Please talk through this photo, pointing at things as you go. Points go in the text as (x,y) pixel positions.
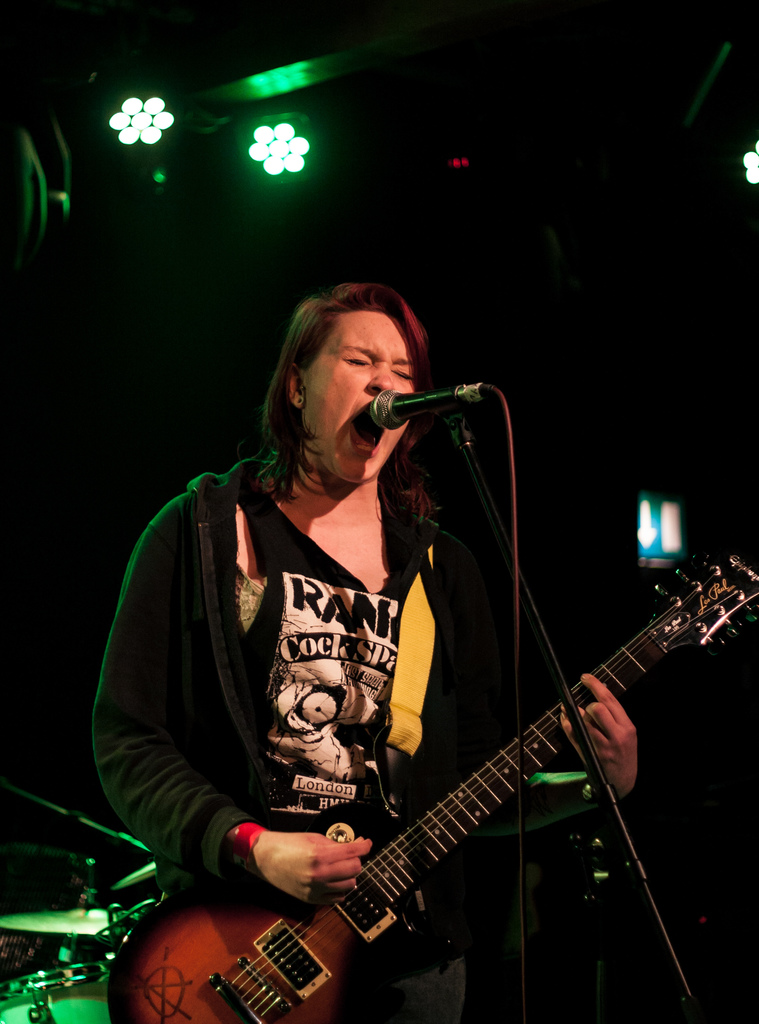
In this image i can see a woman (396,434) stand in front of a mike (396,423) her mouth (357,430) is open she holding a guitar (342,982) and back side of her there are the lights (301,159) visible.
